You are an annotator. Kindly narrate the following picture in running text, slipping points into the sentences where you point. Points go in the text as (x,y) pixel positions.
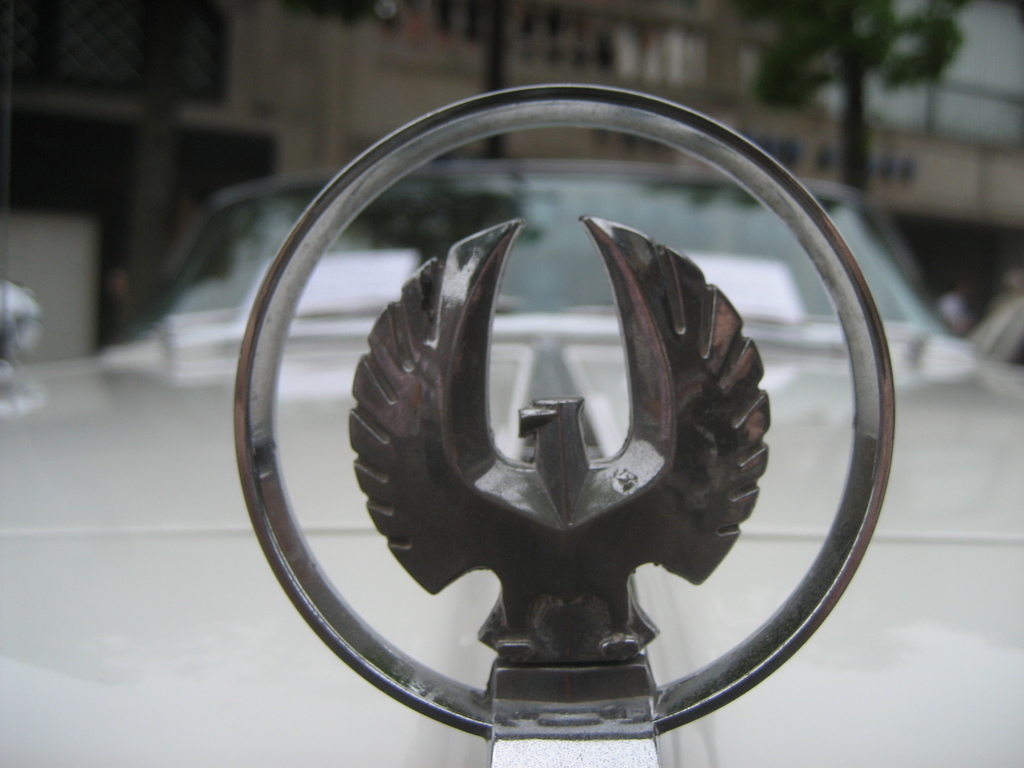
In the foreground of the picture (728,192) I can see the stainless steel design eagle logo (737,346) and a car (759,249). In the background (765,90), I can see the building (601,68) and trees (946,40).
